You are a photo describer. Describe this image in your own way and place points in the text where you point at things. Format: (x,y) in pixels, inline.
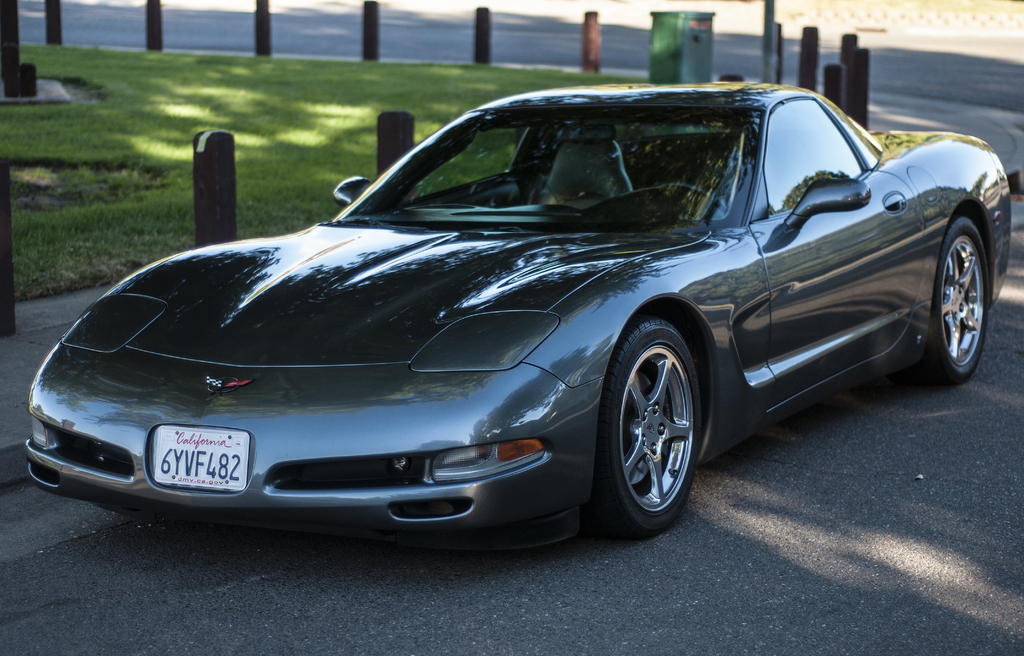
In this picture we can see car (499,388) on the road (295,540) and we can see poles (198,178), grass (279,70) and green object (651,67).
